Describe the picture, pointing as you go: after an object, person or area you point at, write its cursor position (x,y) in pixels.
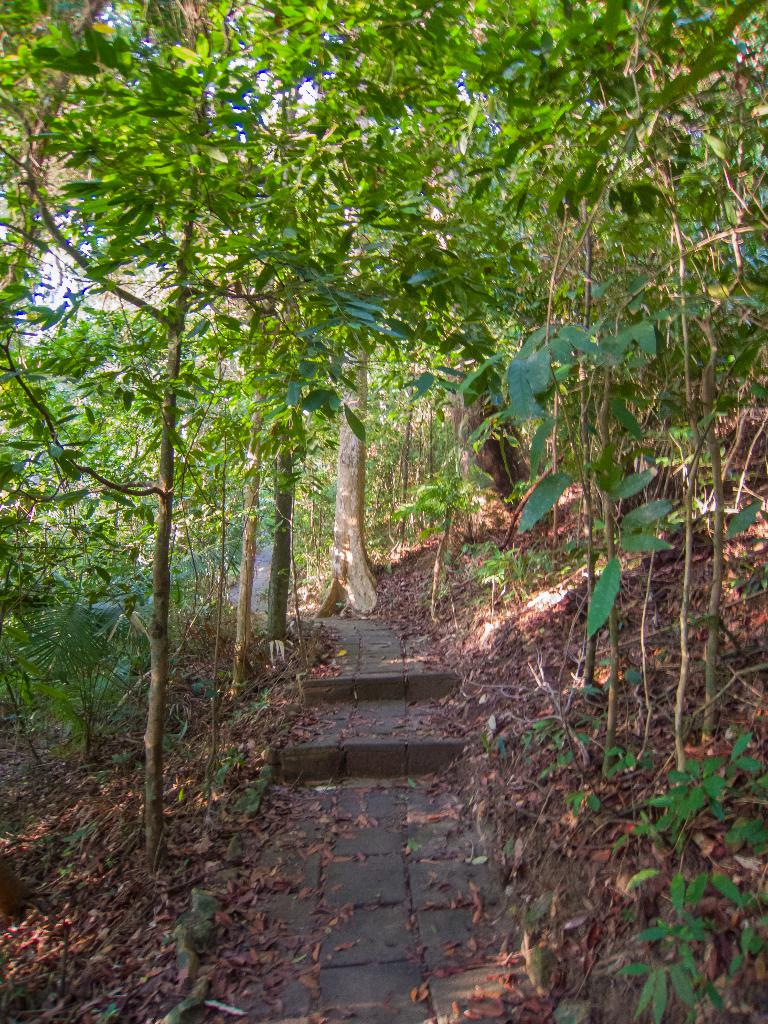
In this image in the middle (415,358) there are trees (381,315), plants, leaves (152,968), sky (78,289).
